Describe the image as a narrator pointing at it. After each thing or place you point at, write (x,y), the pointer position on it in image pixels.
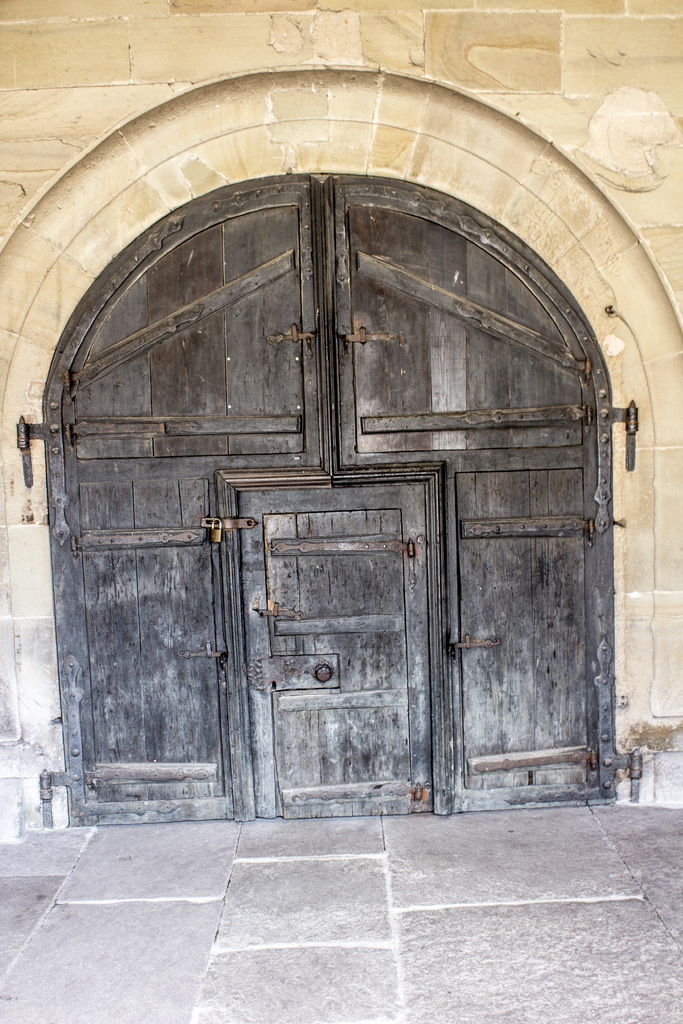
In this image there is a door (339,479) in the center (276,477) and on the top of the door (294,227) there is a wall (254,94).
